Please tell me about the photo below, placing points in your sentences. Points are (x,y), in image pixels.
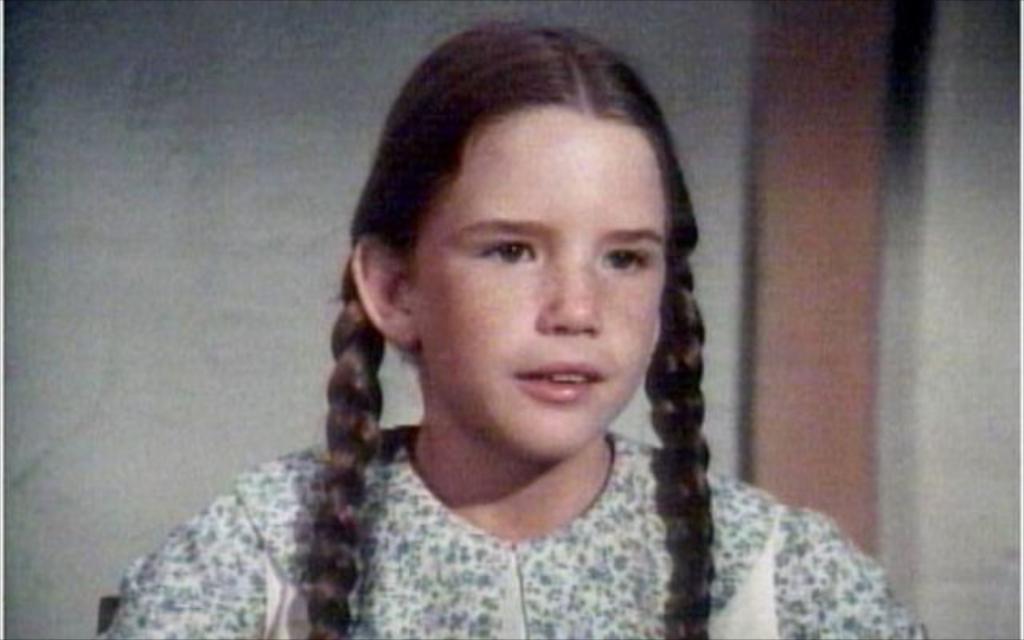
In the picture we can see a girl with two plait hairs (666,357) and in the background (917,512) we can see a wall (121,272).
